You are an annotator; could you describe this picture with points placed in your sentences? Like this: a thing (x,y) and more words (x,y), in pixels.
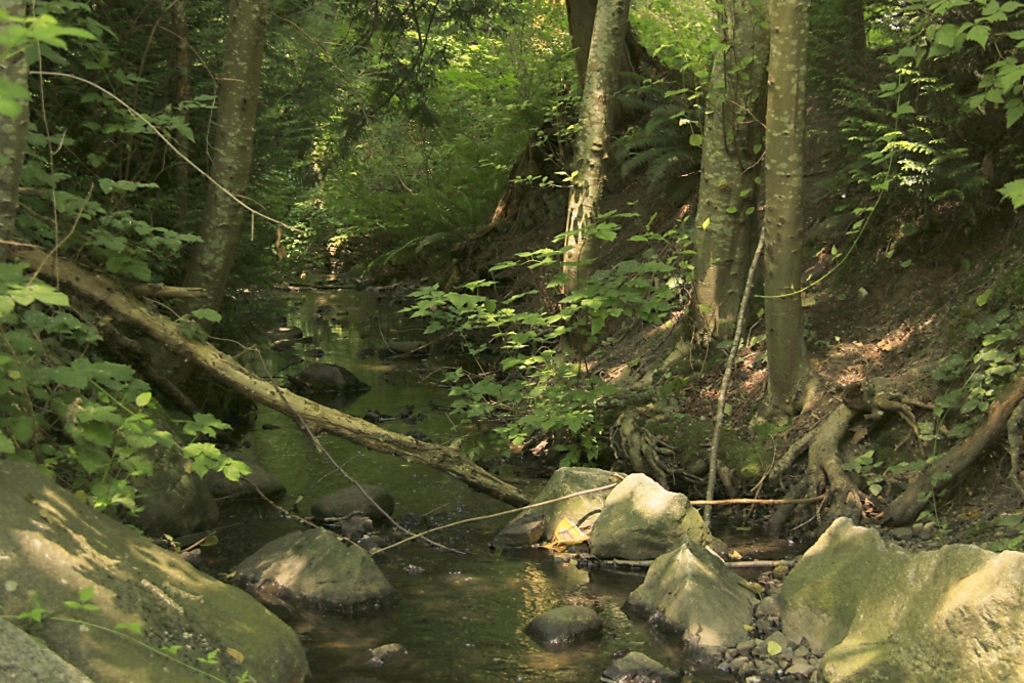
In this picture we can see rocks (312,386) and stones (692,625), water (402,498), plants (454,394) and in the background (669,362) we can see trees (587,54).
